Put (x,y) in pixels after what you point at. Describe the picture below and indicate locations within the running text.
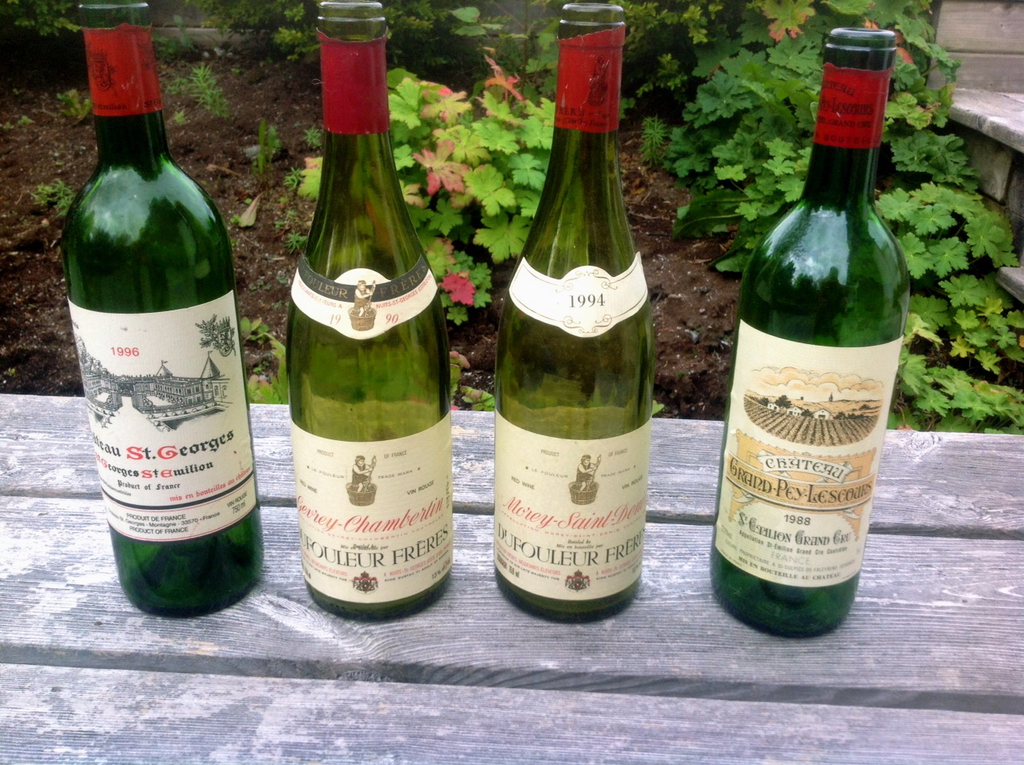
This is a picture taken in the outdoors. On the bench (392,680) there are four wine bottles (541,279). The bottles (556,270) are in green color. Behind the bottle (596,248) there are plants (633,61) and soil (247,115).
